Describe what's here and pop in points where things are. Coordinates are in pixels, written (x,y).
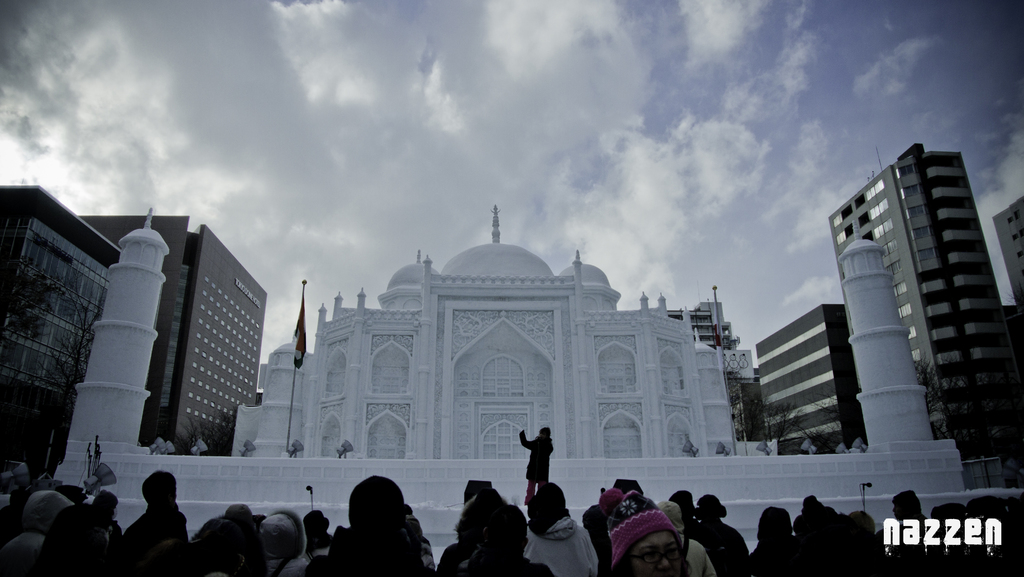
At the bottom of the image (166,485) few people (146,482) are standing. Behind them there are some buildings (58,228). At the top of the image (90,63) there are some clouds (479,236) and sky (908,29).
